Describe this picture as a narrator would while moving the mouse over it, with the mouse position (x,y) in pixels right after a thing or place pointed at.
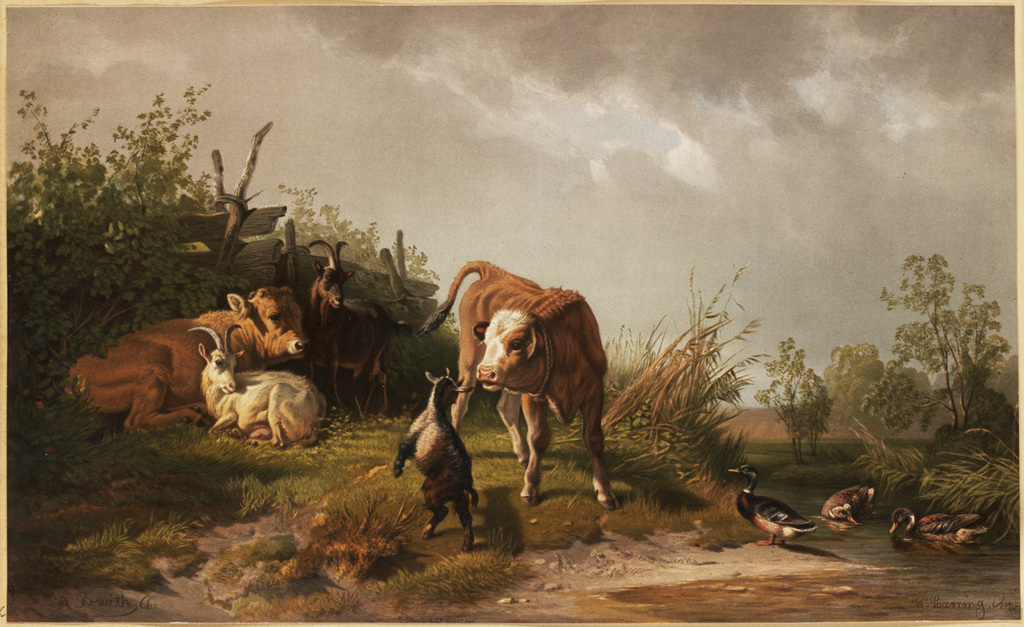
In this image I can see few animals (295,428). They are in brown, black and white color. I can see few ducks (867,506), trees (966,394), grass (961,471) and wooden logs (265,223). The sky (500,121) is in white and ash color.
